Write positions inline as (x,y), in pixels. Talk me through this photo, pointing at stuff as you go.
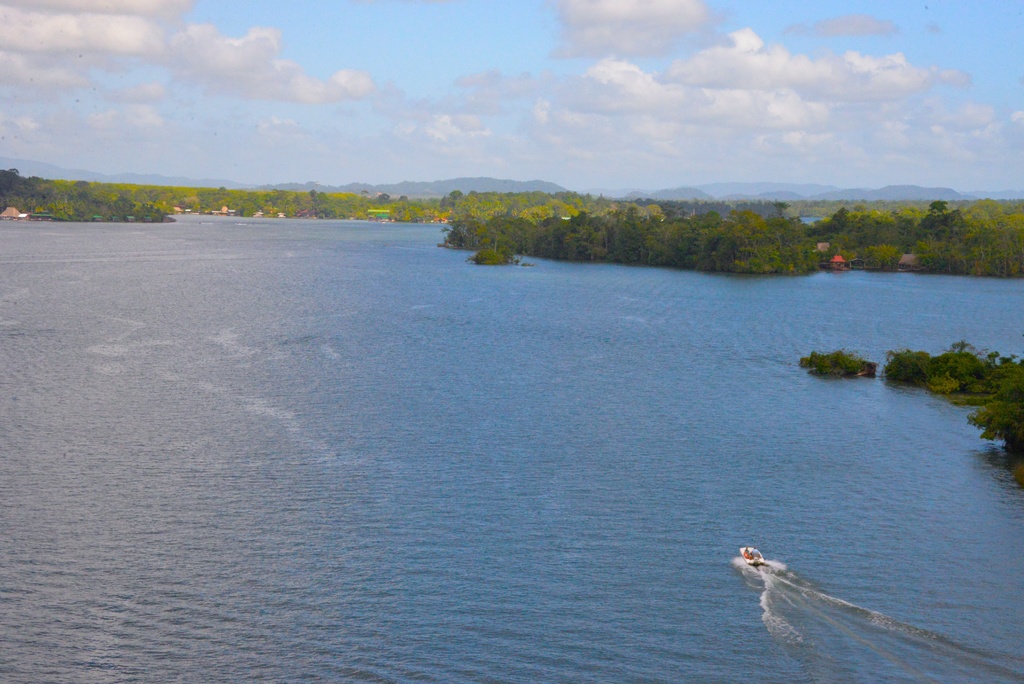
In this image we can see a boat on the river (680,480), trees (633,237), hills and sky (336,83) with clouds (626,129).
